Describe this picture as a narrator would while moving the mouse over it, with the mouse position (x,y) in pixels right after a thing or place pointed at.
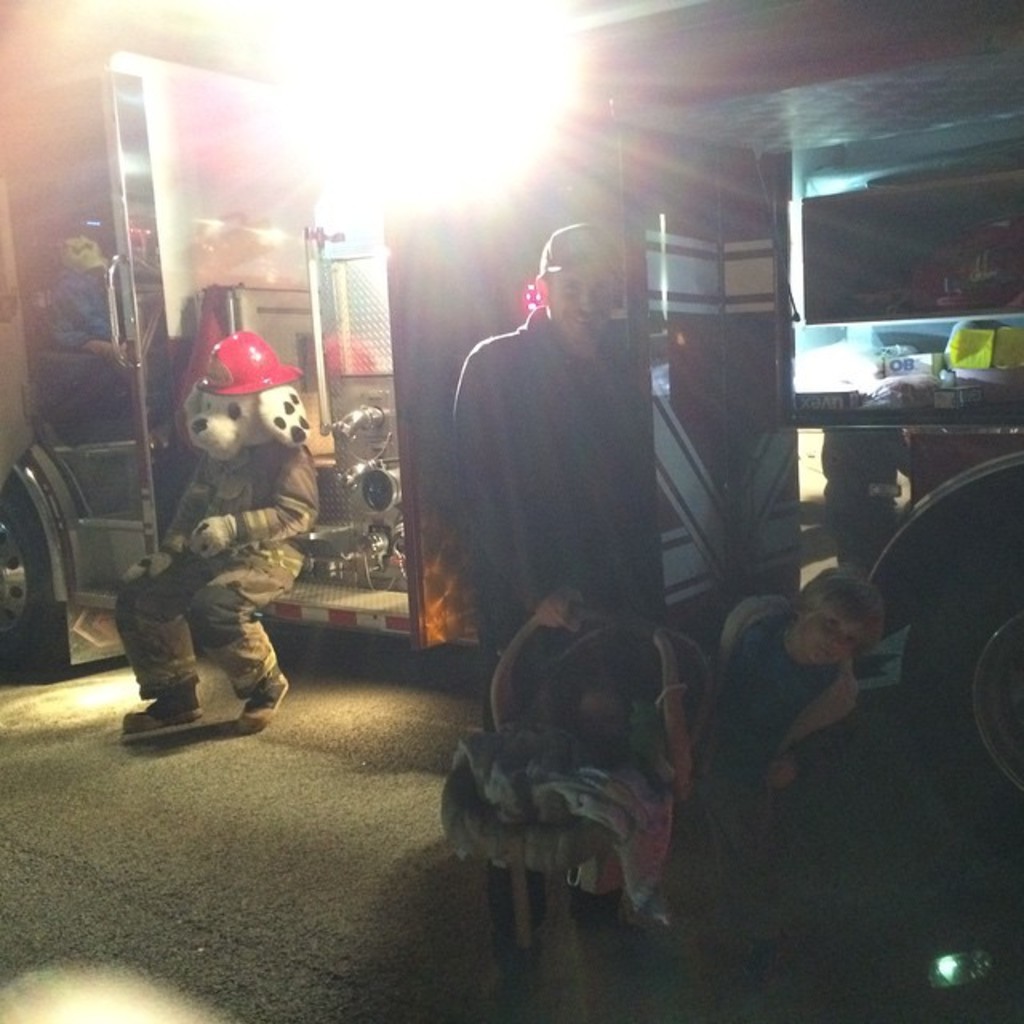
In this image there are persons (587,417) standing and sitting. In the front (556,462) there is a person (539,488) standing near a child (633,730) and smiling. In the background (539,257) there are vehicles (882,302) and there are lights (424,105) and there are persons (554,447) and there is a person (244,492) wearing costume (239,498).
